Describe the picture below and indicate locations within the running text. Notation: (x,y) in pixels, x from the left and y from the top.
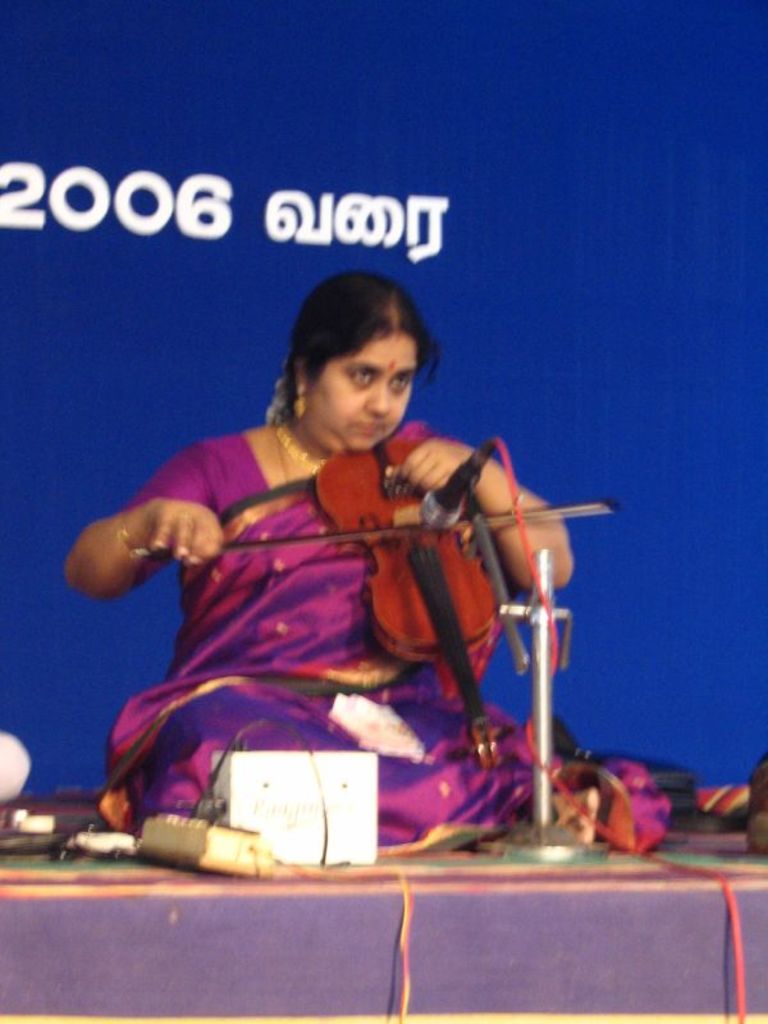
In the image there is a woman (273,612) playing violin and there is a mic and other objects (177,852) in front of her. Behind the woman (106,540) there is some banner (500,296).
